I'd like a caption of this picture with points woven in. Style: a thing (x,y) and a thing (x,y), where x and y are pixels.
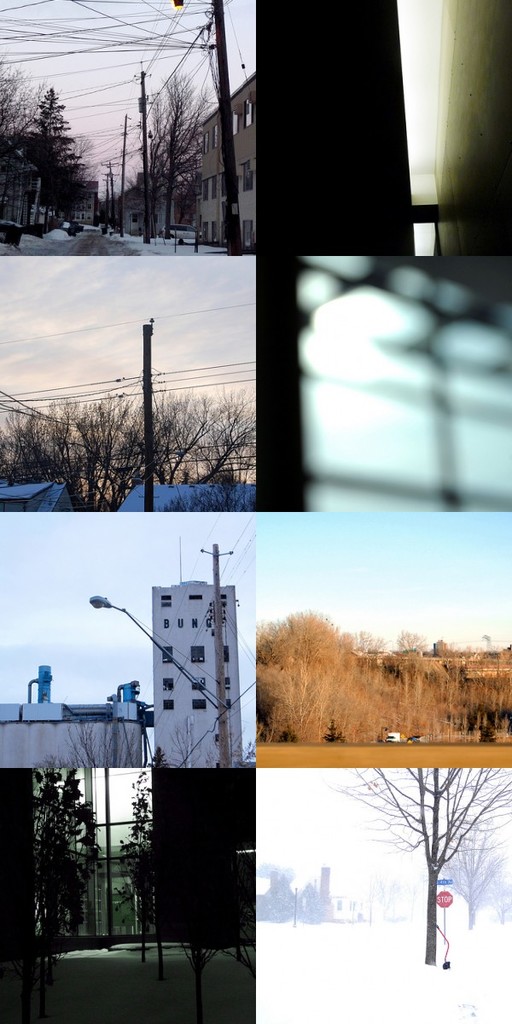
In this picture I can observe eight images. I can observe some poles (146,330), trees (112,403) and buildings (209,876). One of the images is completely blurred. In some of the images I can observe sky (117,310) in the background (120,595).
